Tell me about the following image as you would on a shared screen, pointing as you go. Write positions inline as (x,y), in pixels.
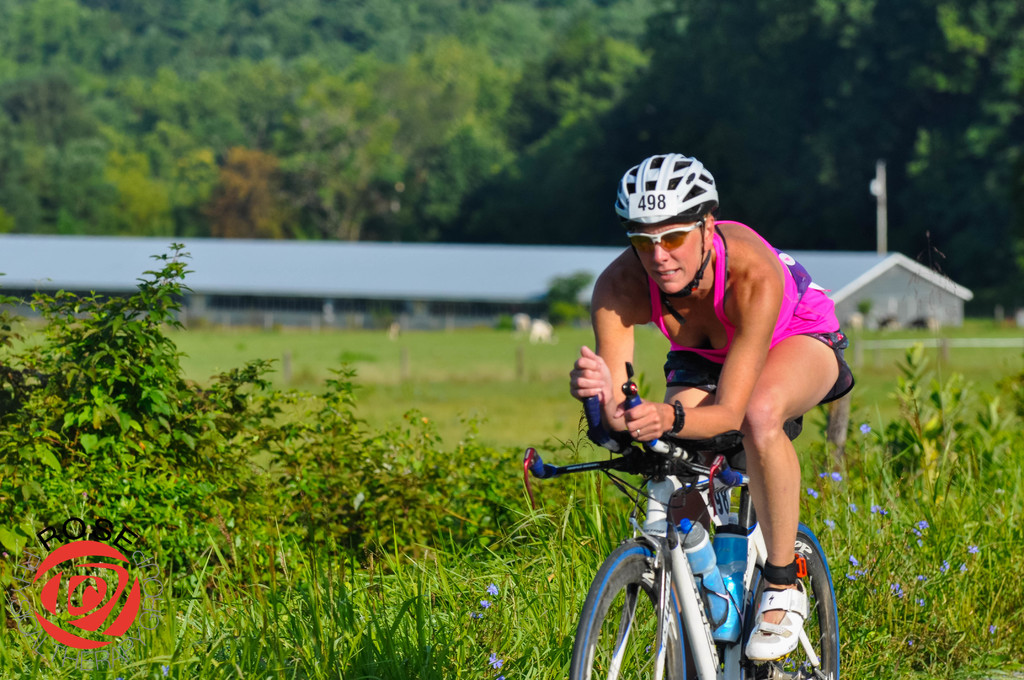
There is a lady (776,353) on a bicycle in the foreground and plants (20,484) behind her. There are trees (979,279), it seems like a shed (557,271), and house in the background area (328,277), it seems like a logo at the bottom side (23,583).
